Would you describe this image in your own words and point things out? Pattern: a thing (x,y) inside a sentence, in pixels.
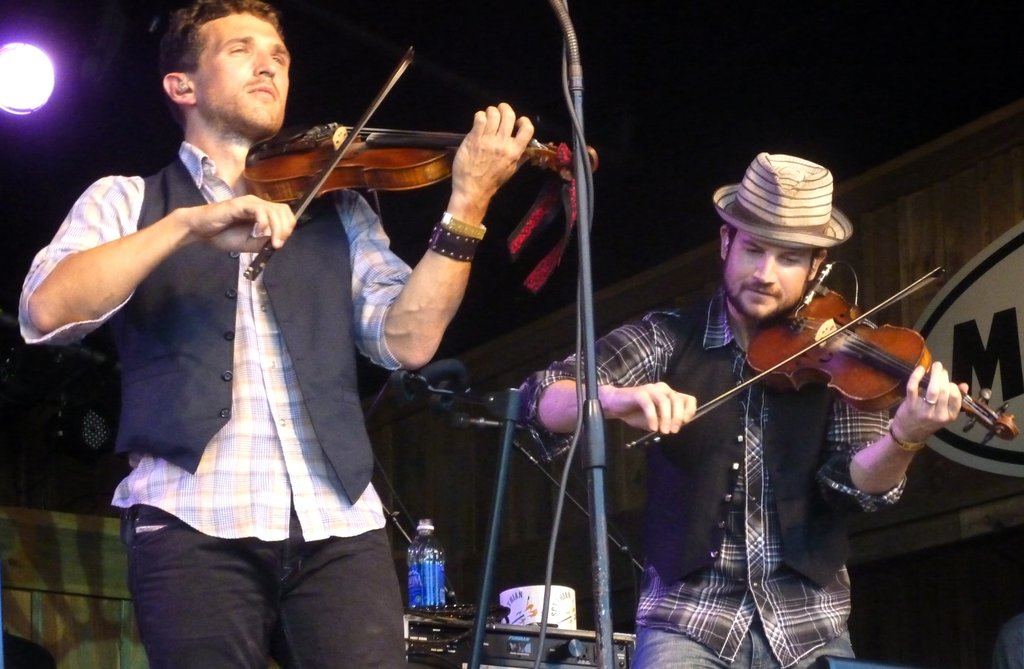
This image is clicked in a musical concert. There are two persons (726,594) in this image. Both of them are holding violins (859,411). There are lights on the top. There are mikes (603,572) in the middle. Behind them there is a water bottle (435,591).
